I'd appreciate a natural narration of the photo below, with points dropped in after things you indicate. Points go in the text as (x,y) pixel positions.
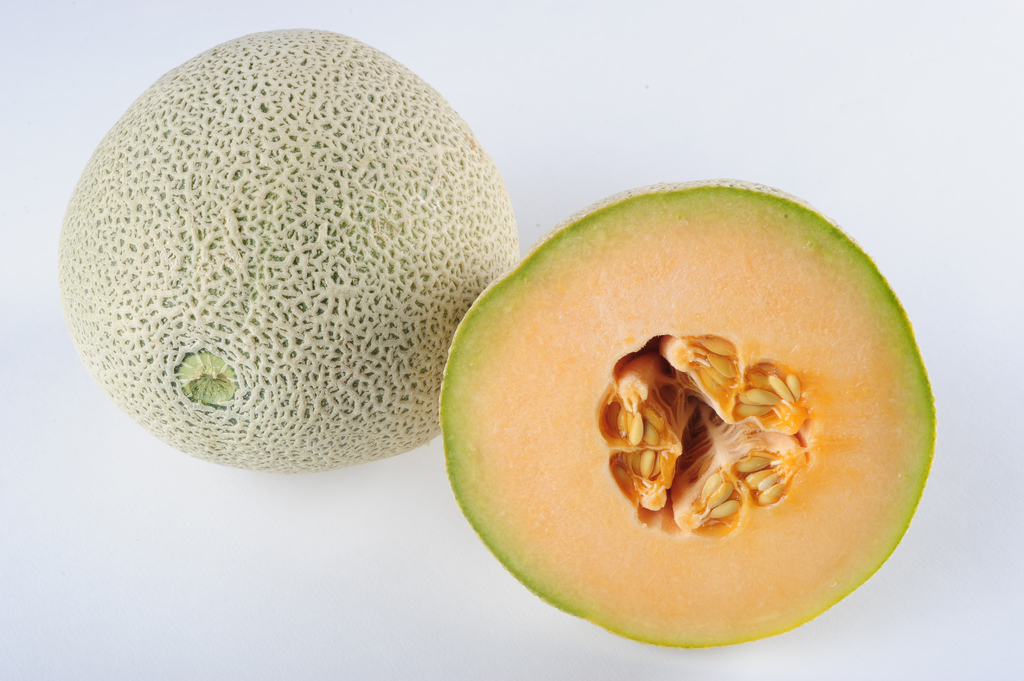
Here I can see a muskmelon (269,382) and half of another muskmelon (595,342). The background (560,135) is in white color.
